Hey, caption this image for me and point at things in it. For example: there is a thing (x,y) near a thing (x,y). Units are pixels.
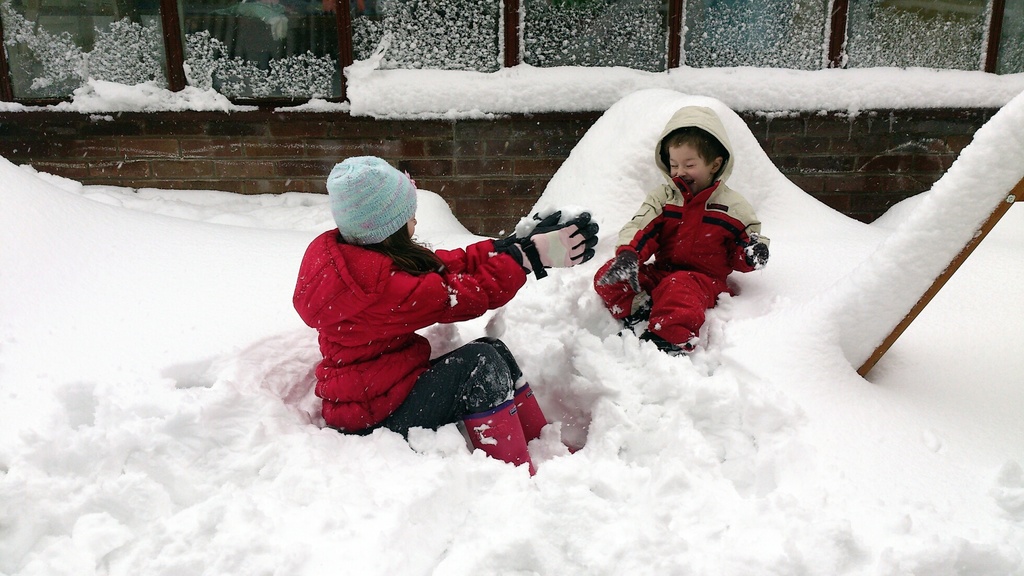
In this image in the middle (494,305) there is a girl (457,300), she wears a jacket (398,309), trouser (436,380), cap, in front of her there is a boy (695,249), he wears a jacket (675,257), trouser (667,277), they are playing with ice (537,339). At the bottom (546,472) there is an ice (567,472). In the background (539,116) there is house (358,58), window (301,47), glass (273,24), ice (510,78) and wall (480,175).
